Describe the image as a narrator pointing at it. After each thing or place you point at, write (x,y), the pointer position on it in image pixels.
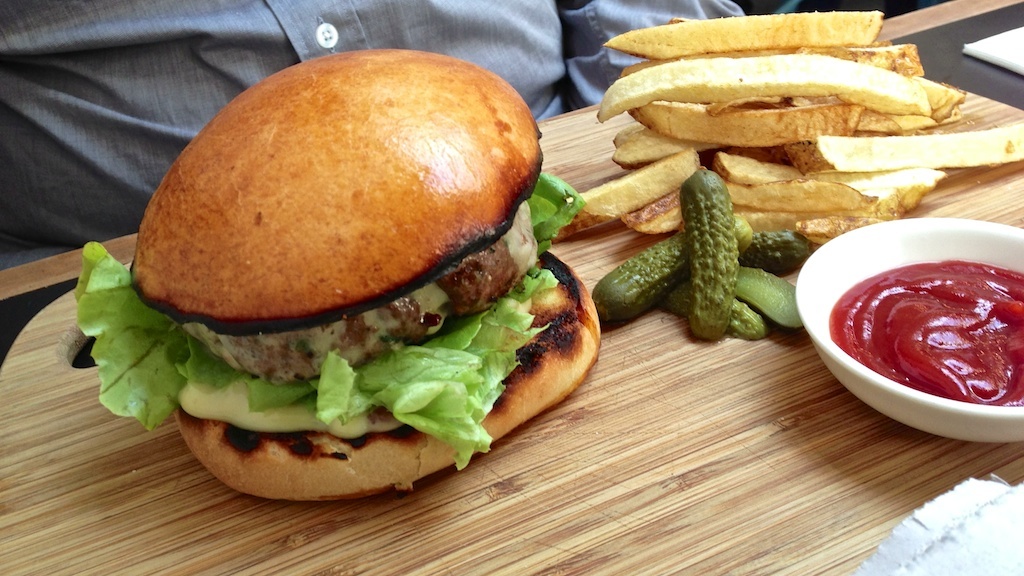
In this image we can see a hamburger (463,186), french fries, ketchup (929,291) in a cup (823,297), other food item (753,289), and a napkin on a wooden tray (724,443), also we can see a person (198,73).
